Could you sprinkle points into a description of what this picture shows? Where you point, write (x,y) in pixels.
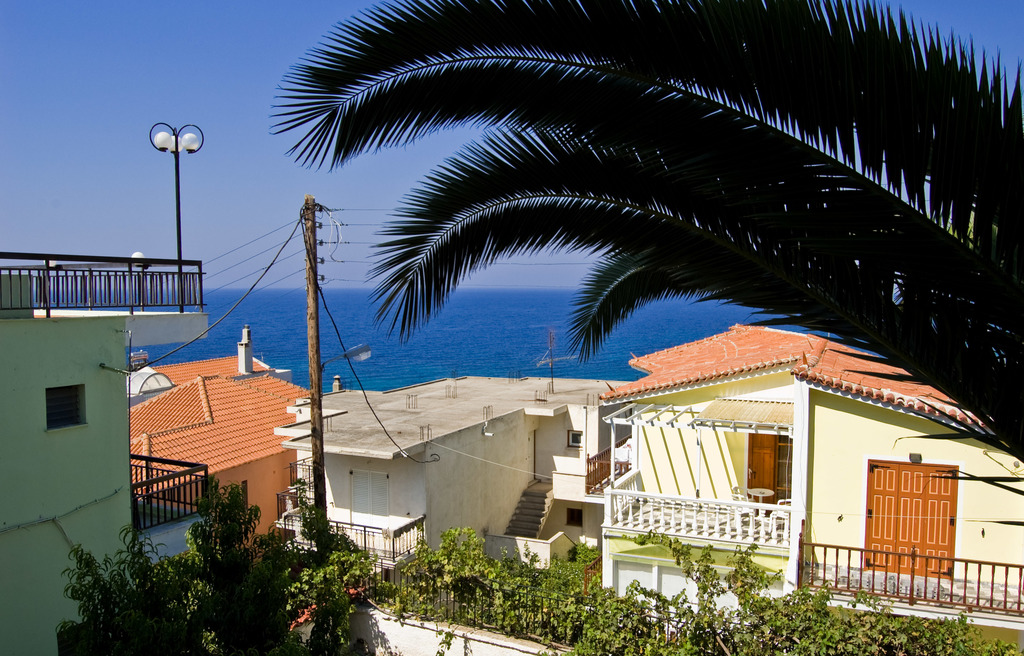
This is a picture of the city (711,396) where there are buildings (358,483), plants (472,561), iron grills (137,502), trees (319,130), table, chairs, lights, poles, water (286,323), sky (227,104).
